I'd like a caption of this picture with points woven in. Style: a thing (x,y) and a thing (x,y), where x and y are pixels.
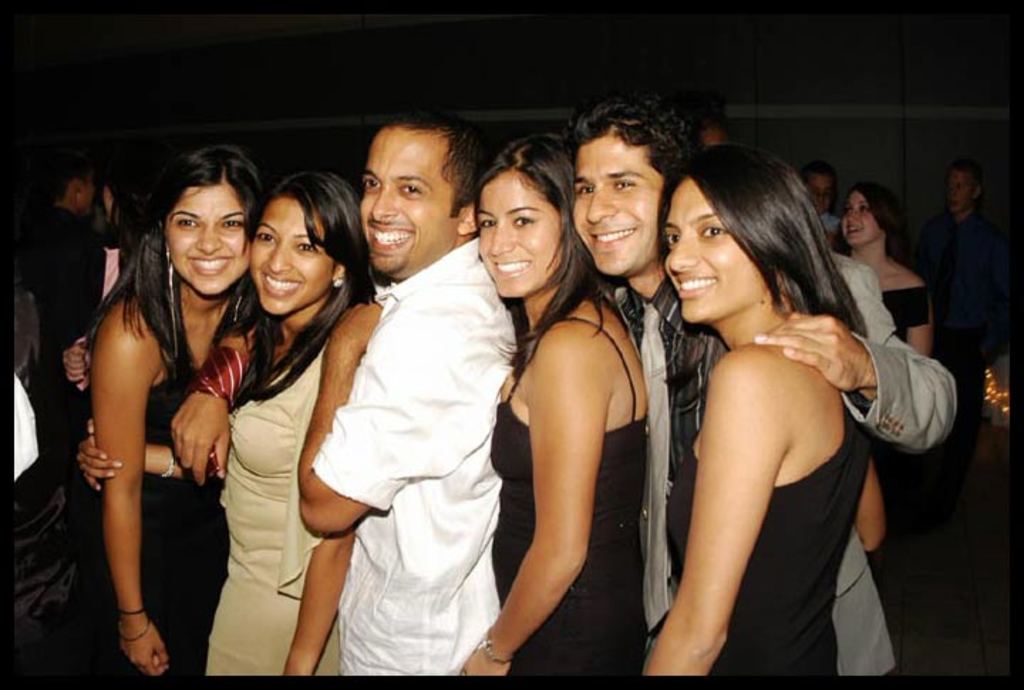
In this image we can see some people (321,363) standing in a row. In the background (968,252) we can see the other persons (824,193) standing on the floor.
